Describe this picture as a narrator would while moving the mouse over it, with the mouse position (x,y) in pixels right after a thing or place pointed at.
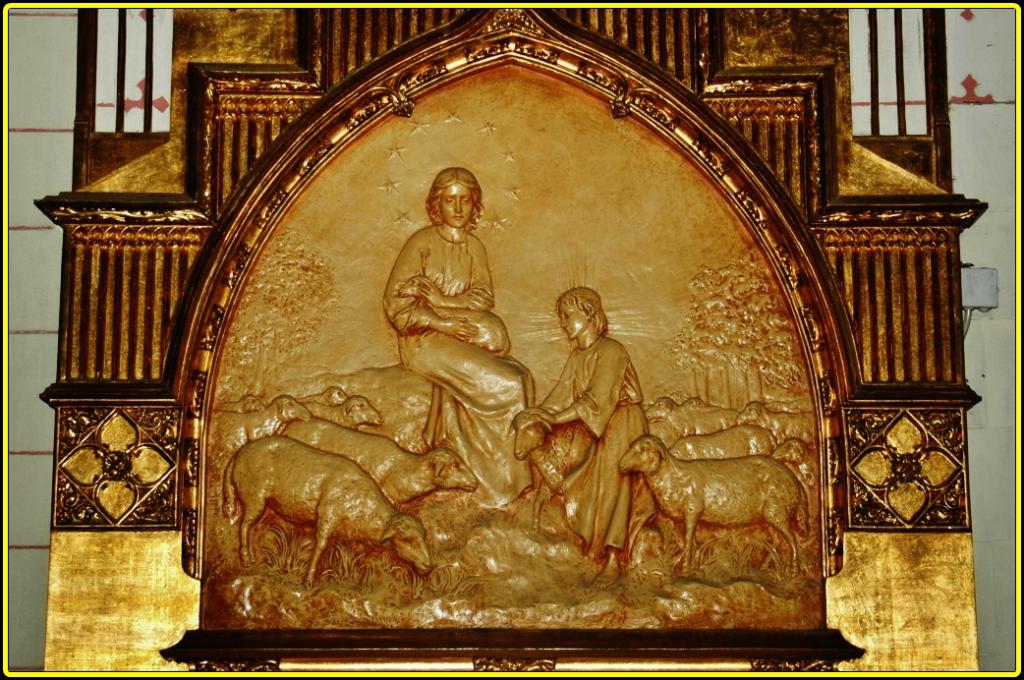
In the image, there is a sculpture (447,464) on a wall (103,76), there are group of animals (416,471) around two people (446,423) in the sculpture (432,391).
